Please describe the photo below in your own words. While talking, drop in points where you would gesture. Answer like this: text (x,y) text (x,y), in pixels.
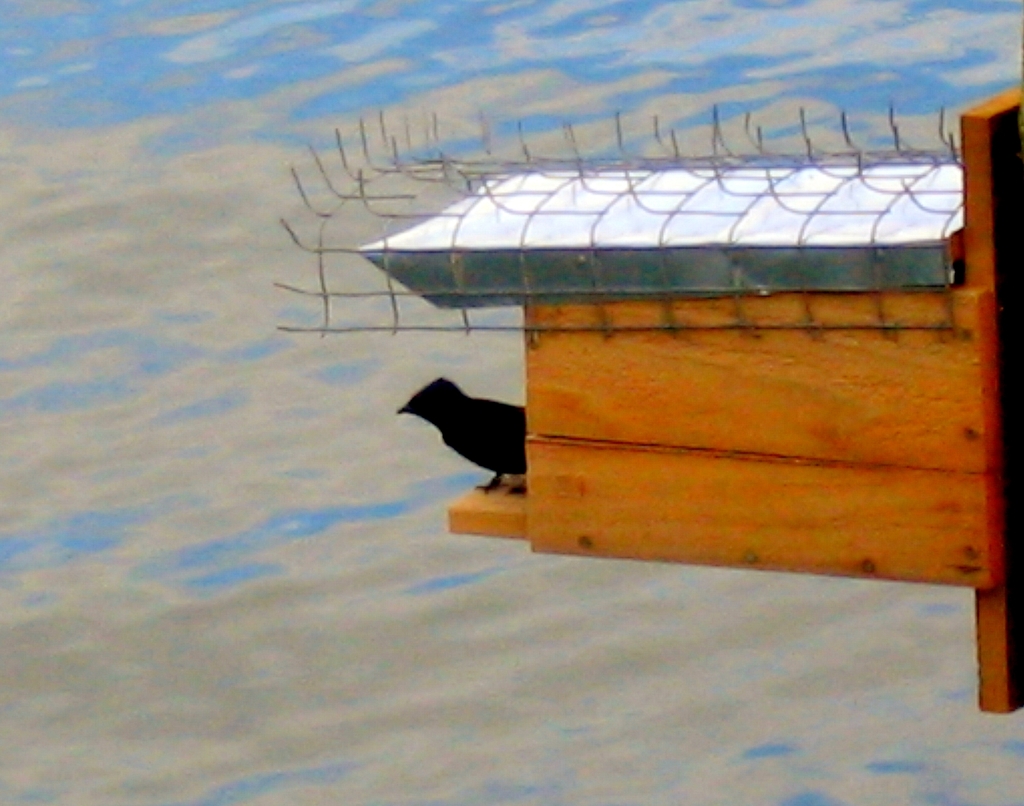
This picture is clicked outside the city. On the right (1001,382) there is a wooden object (770,385) and we can see a bird (451,419) standing on that object (452,505). In the background (221,239) there is a blue color object (347,131).
